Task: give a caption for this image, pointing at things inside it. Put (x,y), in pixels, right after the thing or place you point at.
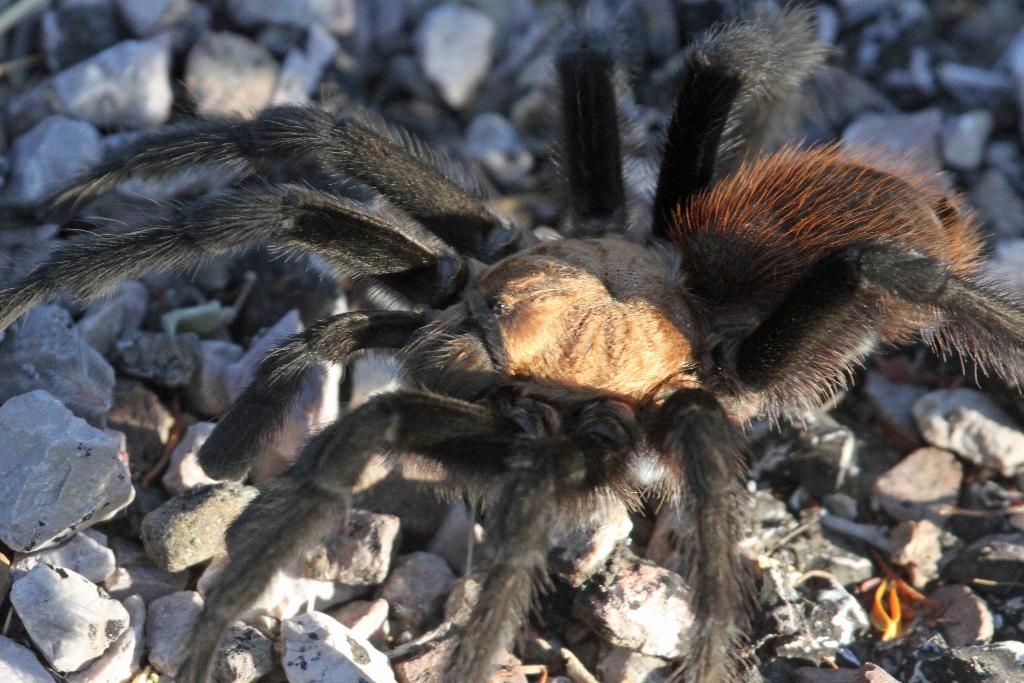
We can see spider (359,150) on stones (145,72).
